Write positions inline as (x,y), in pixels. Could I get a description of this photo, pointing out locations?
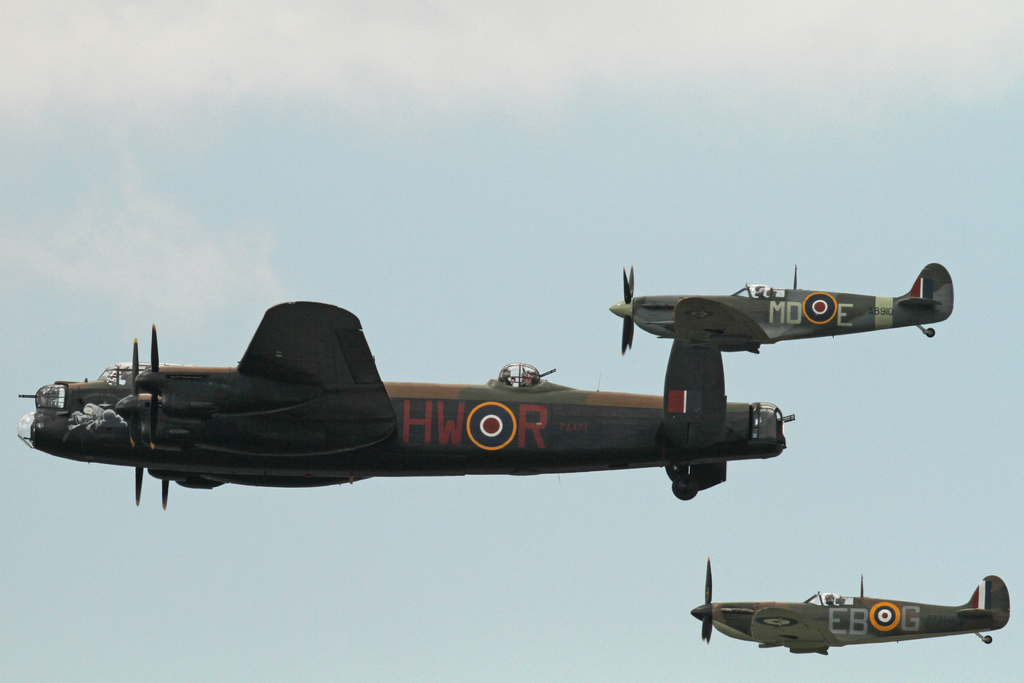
In this image we can see airplanes (333,465) flying in the sky (576,364).
